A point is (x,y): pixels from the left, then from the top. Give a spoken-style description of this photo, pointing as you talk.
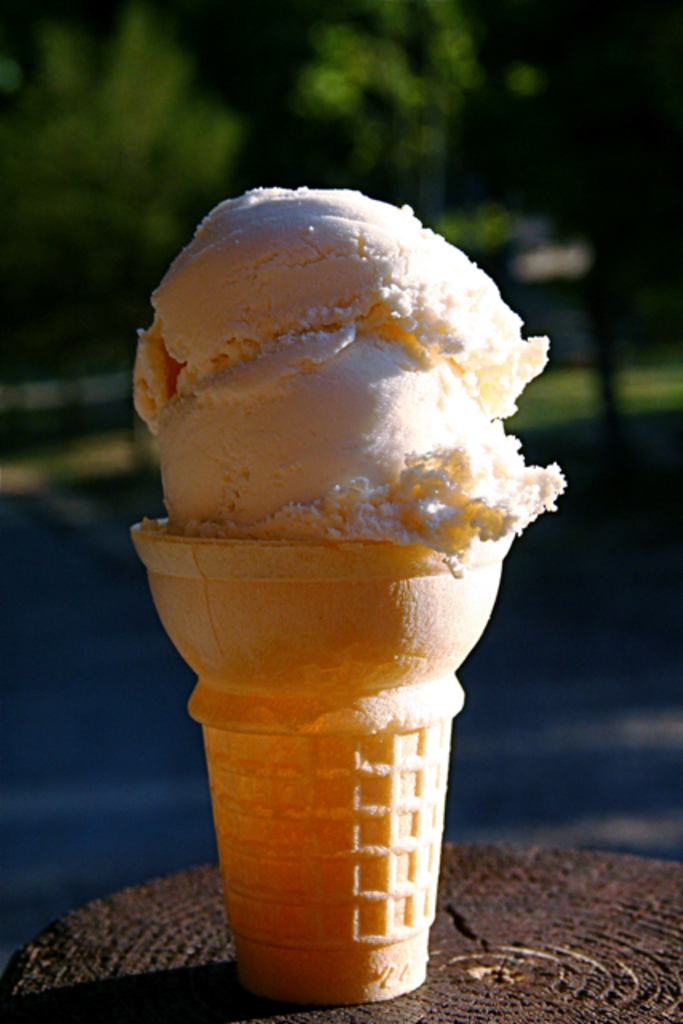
In this picture we can see an ice cream (313,840) on a wooden object (531,944). There are few trees (478,125) visible in the background (676,191).
